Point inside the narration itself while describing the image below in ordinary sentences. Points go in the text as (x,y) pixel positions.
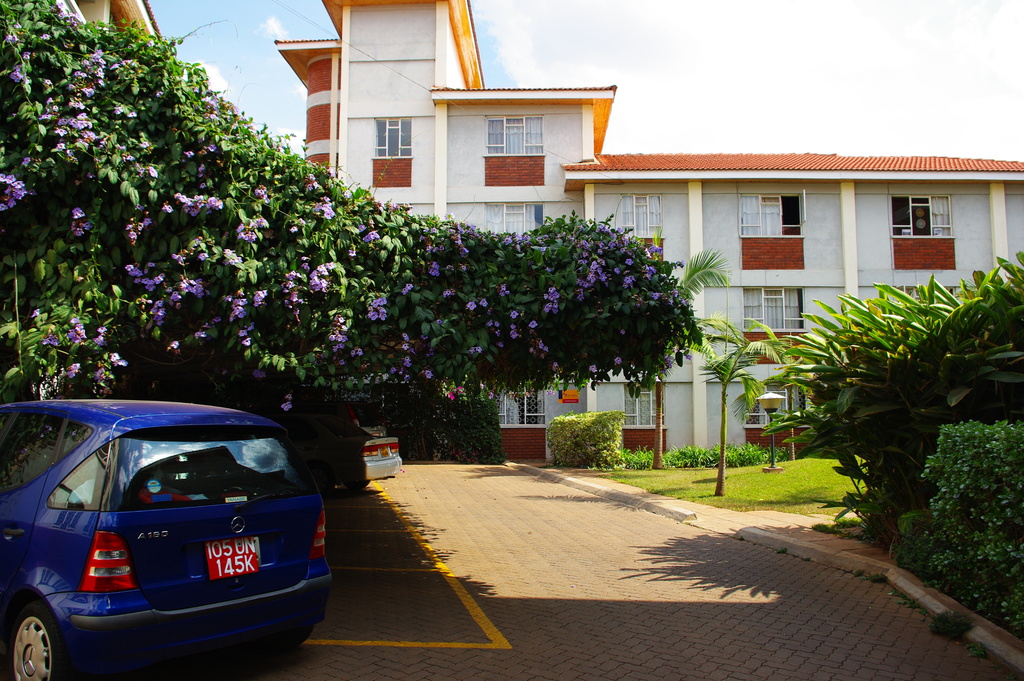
In this picture we can see few cars (314,481), plants (411,393) and flowers (340,321), in the background (344,77) we can see few buildings (566,205), trees (724,412) and clouds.
